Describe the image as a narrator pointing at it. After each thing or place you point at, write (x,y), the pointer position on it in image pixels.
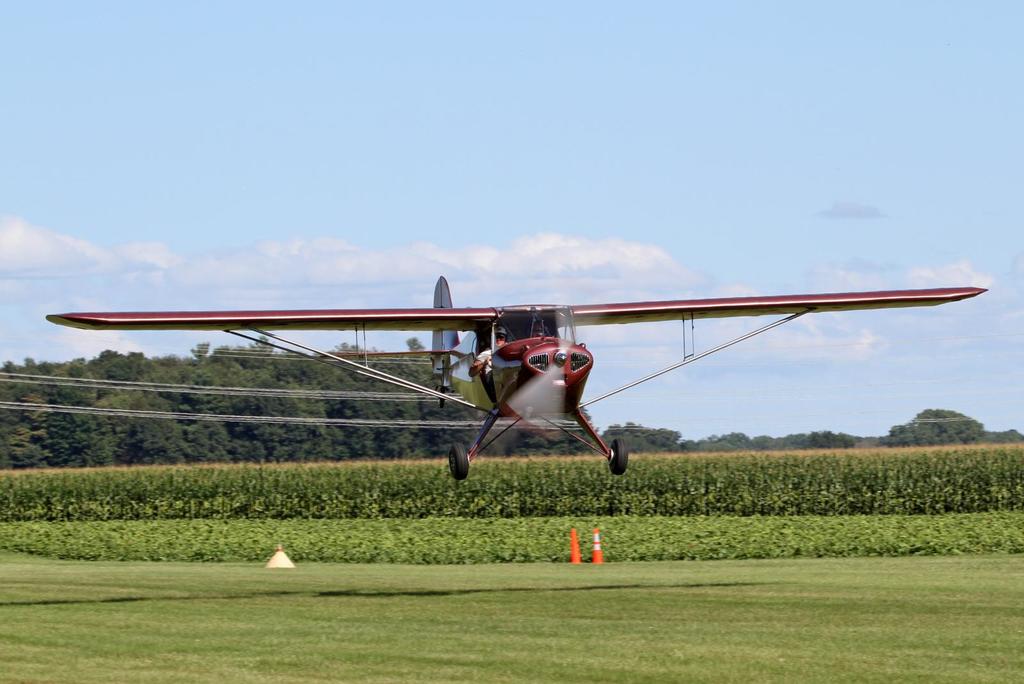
We can see airplane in the air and we can see traffic cones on the grass (609,583) and we can see plants (290,469). In the background (164,407) we can see trees (926,443) and sky (536,235) with clouds (306,257).
